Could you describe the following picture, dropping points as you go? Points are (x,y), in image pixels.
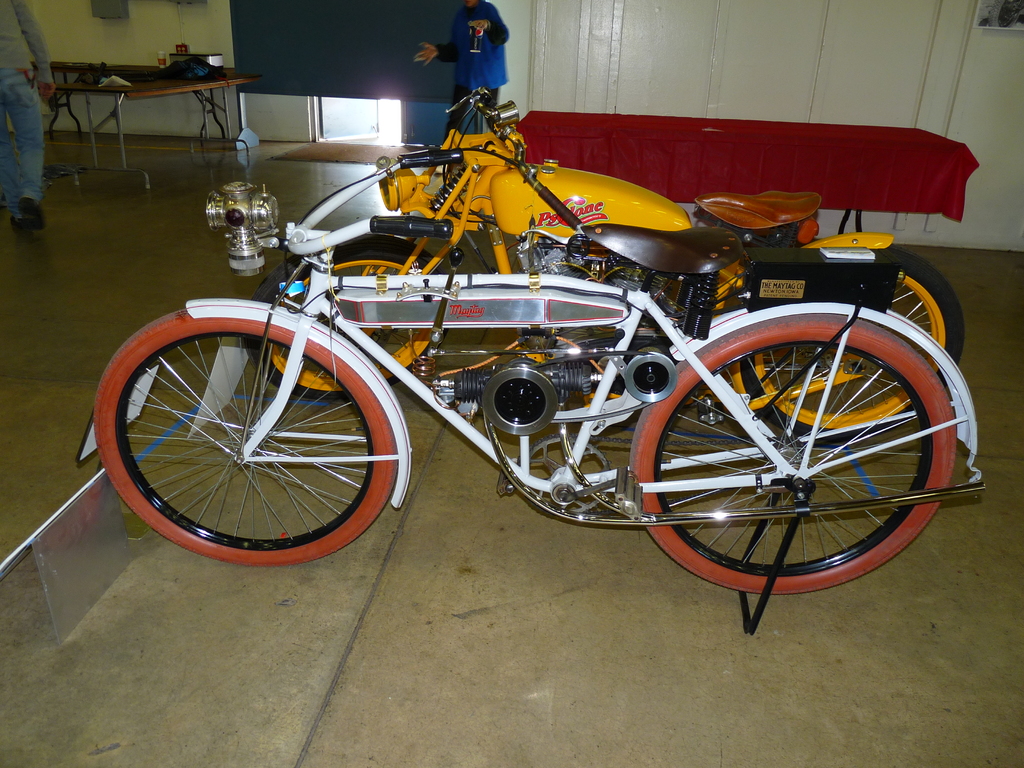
There are two motor vehicles (547,314) and there is a table (656,141) with a red cloth (700,136) on it and there are two persons (22,84) standing in the background (13,93).
